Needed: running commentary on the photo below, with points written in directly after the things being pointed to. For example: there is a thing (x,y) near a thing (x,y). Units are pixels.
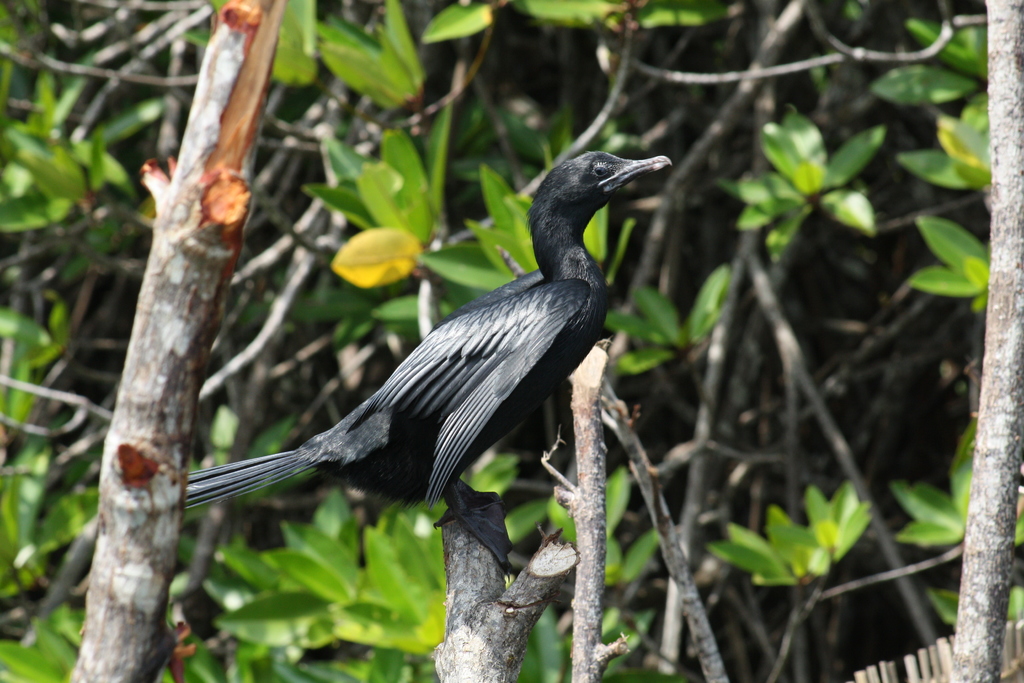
There is a black bird (457,499) sitting on one of the branch (464,588) of a tree (584,503) and behind the bird (469,506) there are many other plants (645,261).
